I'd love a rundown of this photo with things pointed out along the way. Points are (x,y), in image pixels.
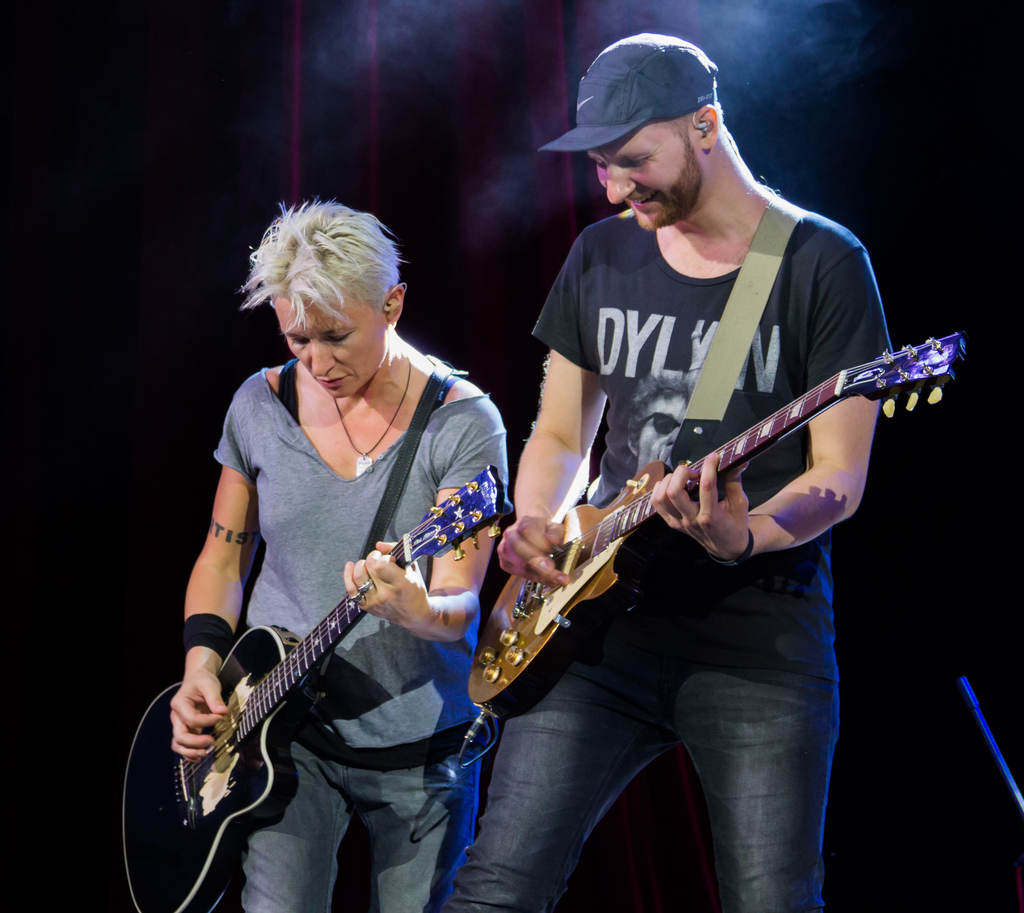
It looks like a music concert, there are two people (515,499) one man (515,499) and one woman (330,499). Both of them are playing guitar (462,522) in the background (446,150) there is a red color cloth (514,108) and half of the background (906,52) is black color.
